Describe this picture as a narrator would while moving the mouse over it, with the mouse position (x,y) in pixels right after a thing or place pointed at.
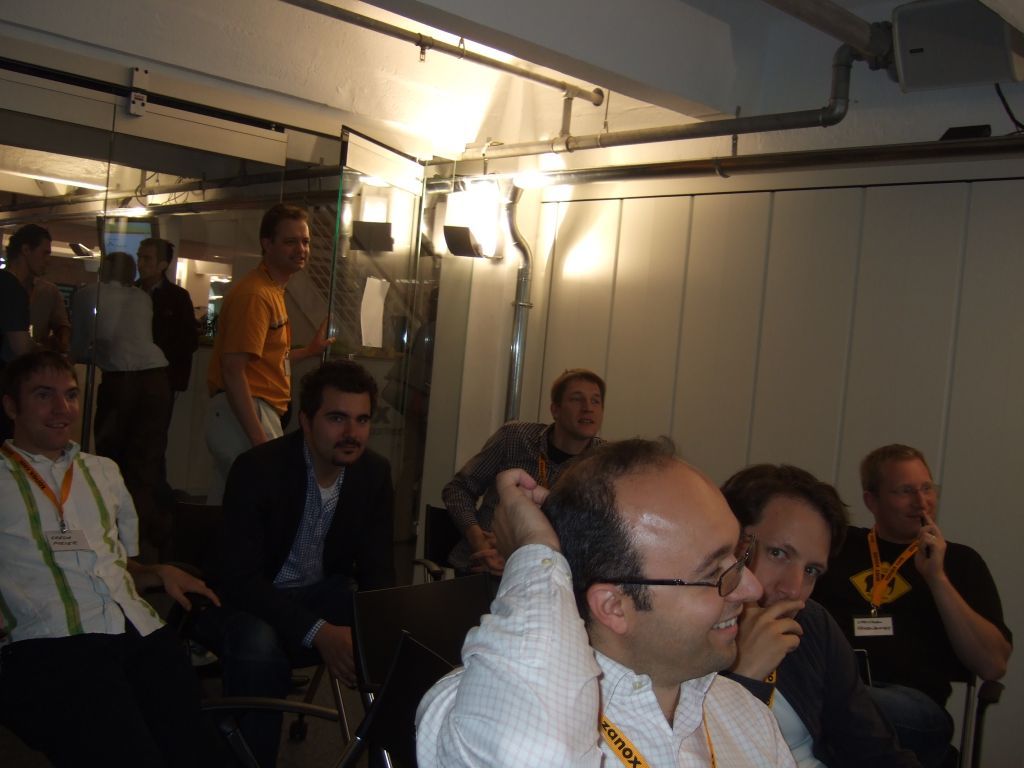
In this image, we can see a group of people (106,687). Few people (116,697) are sitting, standing and smiling. Here we can see a glass door (386,343), wall (555,350), light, pipes (515,382), screen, railing (343,297).
